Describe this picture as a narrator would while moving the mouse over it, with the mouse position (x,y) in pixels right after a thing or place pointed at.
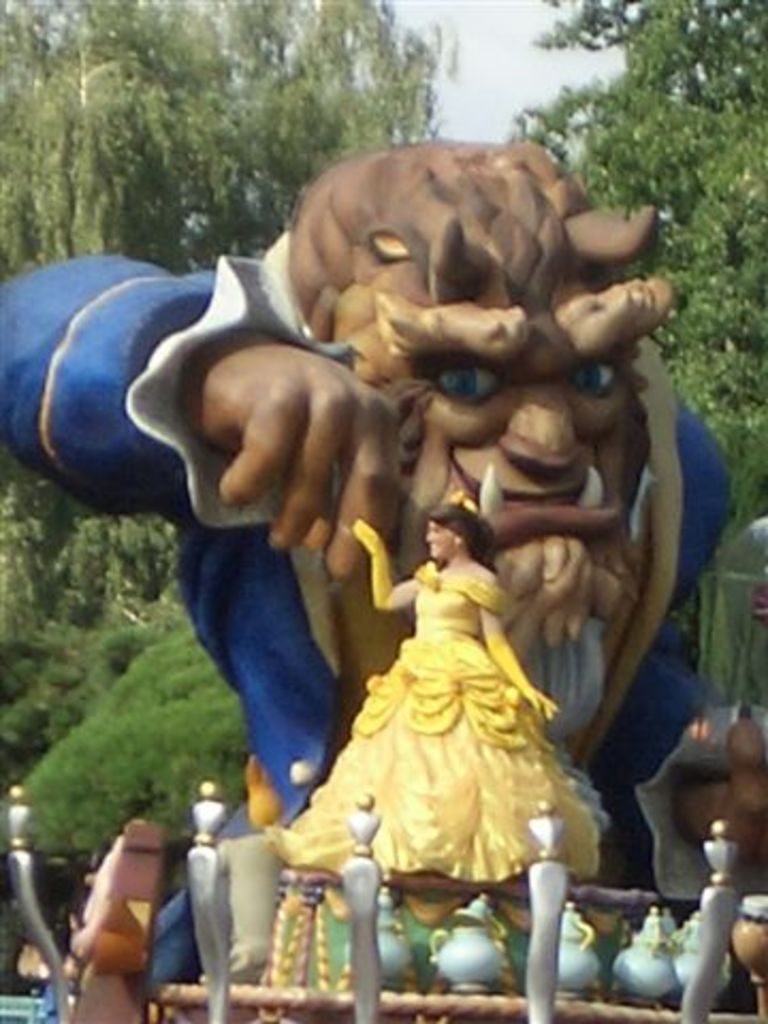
In the center of the image (419,388) we can see statue (561,534). In the background (696,121) there are trees (671,98) and sky (505,59).
